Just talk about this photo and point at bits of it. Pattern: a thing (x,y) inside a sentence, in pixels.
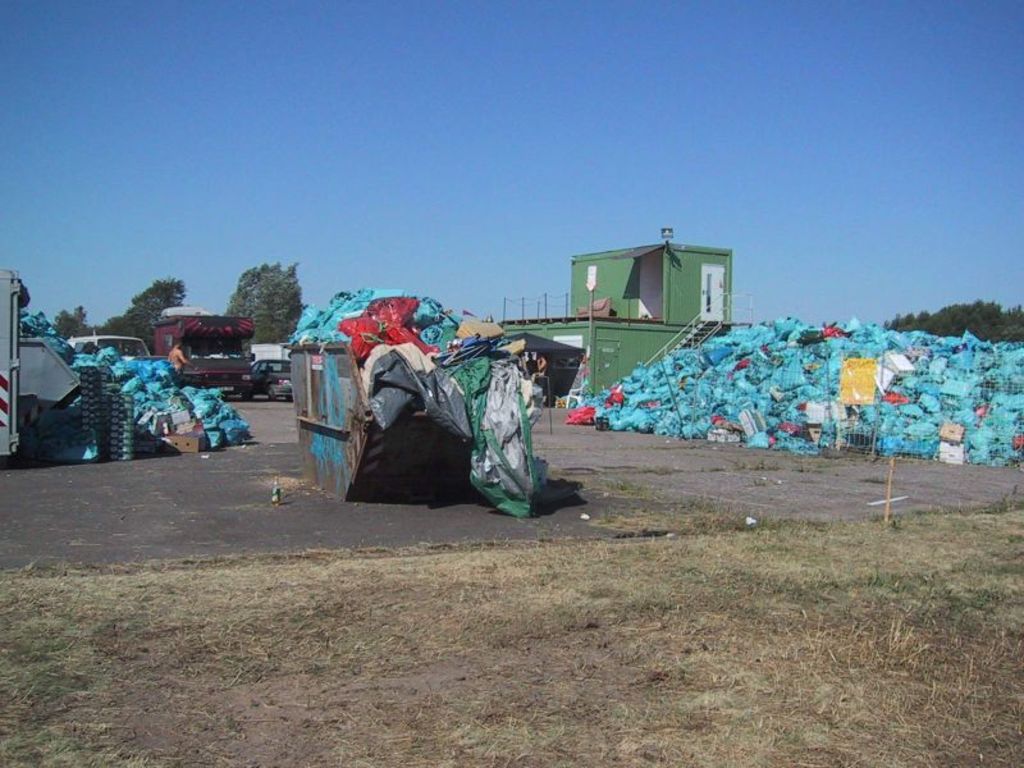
In this picture there are bags (737,422) on the left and on the right side of the image (785,373) and there are bags (509,390) on the vehicle (313,370). At the back (651,358) there are vehicles (250,385) and there is a person (176,352) standing at the vehicle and there is a building (645,272) and there are trees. On the right side of the image (883,419) there is a fence (894,402) and there is a board (842,371) on the fence (842,371). At the top (524,158) there is sky (440,162). At the bottom (447,703) there is grass (859,718).
